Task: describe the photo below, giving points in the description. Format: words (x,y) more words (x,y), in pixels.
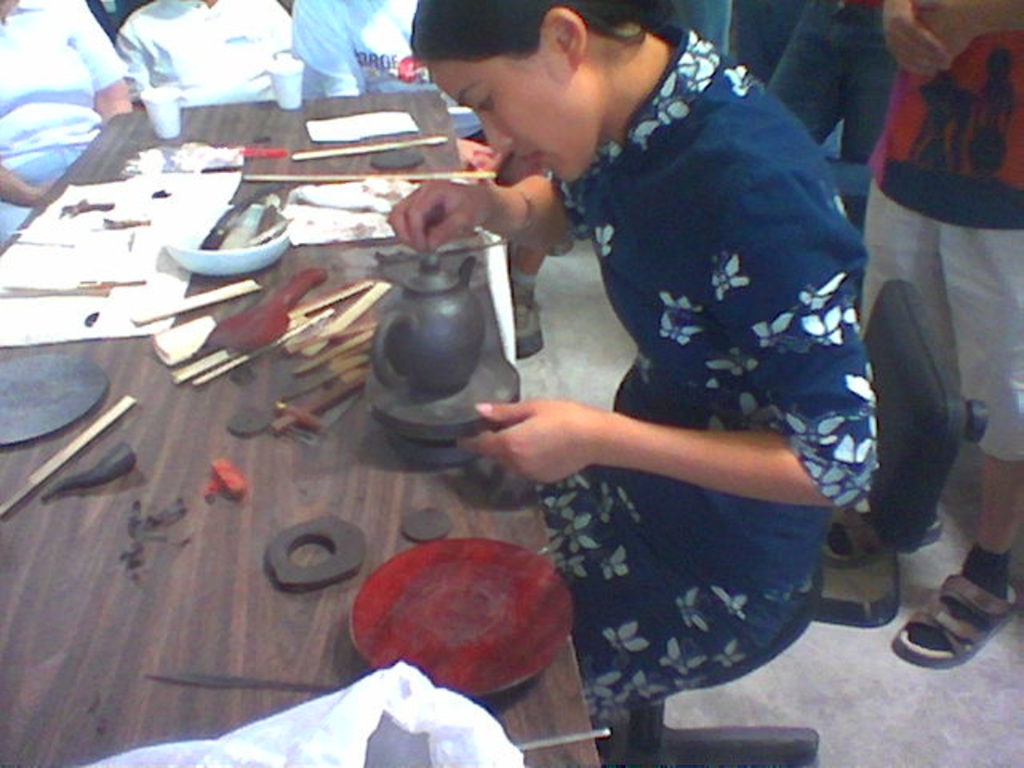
This image consists of a woman (631,440) wearing a blue dress (785,226) is sitting on a chair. In front of her, there is a table (239,583). And she is making crafts (408,387) with the clay (341,537). In the background (38,140), there are many persons (35,123). At the bottom (842,671), there is a floor (880,678).
